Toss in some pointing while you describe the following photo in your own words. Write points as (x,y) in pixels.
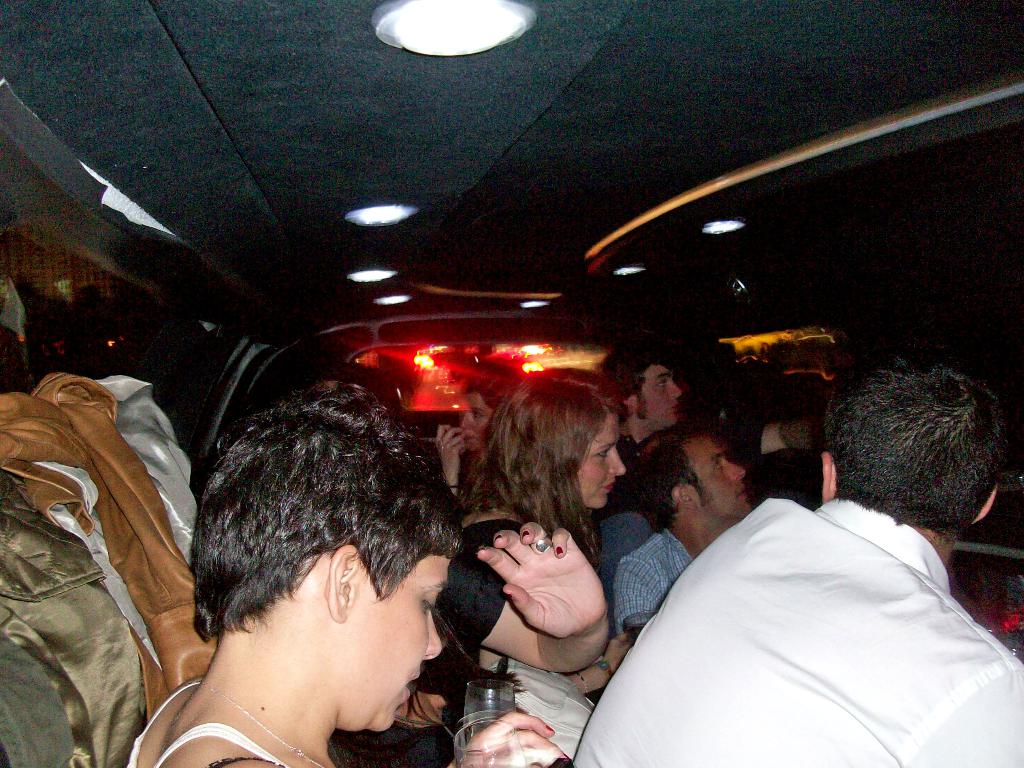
In the center of the image (537,429) there are people (556,467) sitting inside a car (140,51).
